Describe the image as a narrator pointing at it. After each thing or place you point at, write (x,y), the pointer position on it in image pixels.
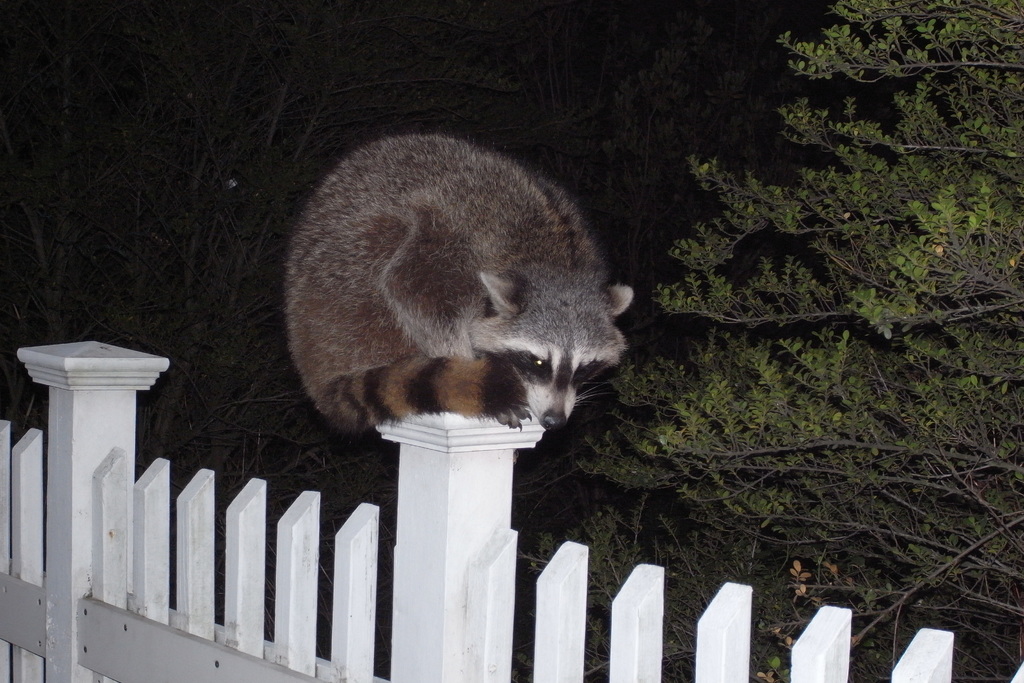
Here we can see an animal (584,278) and this is a fence (738,659). In the background (688,167) there are trees (221,178).
